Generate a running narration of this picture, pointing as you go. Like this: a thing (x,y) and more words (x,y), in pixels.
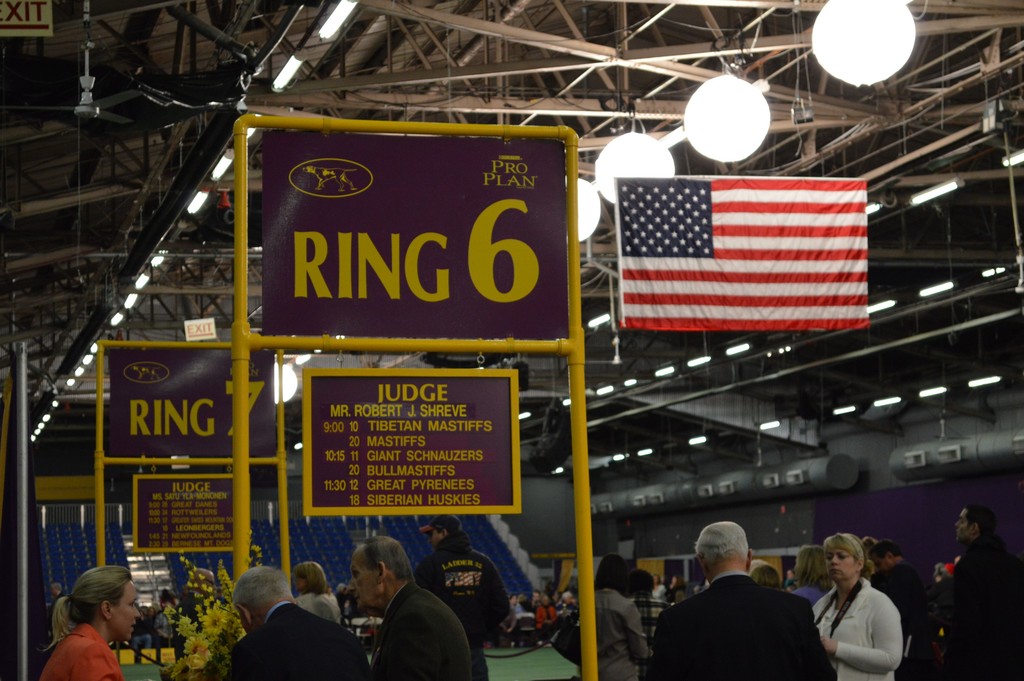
In this image there are group of people (891,602) standing and sitting on the chairs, there is a flower bouquet (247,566), lights (892,397), flag (713,290), boards (448,222), iron rods (142,197), boards (215,356), chairs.
